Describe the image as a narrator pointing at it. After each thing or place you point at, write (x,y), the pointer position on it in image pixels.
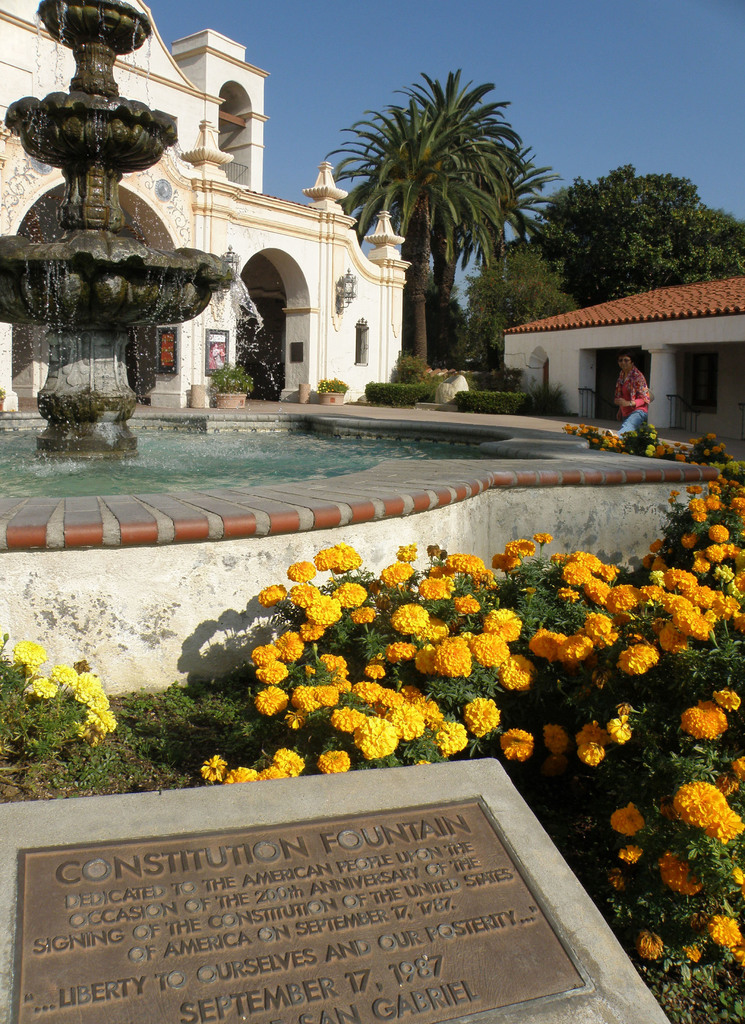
In the picture I can see a memorial stone (360,882) on which I can see some text (304,939), I can see the flowers (703,628) of plants (684,547) which are in orange and yellow color, I can see water fountain (167,440), a person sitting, I can see a building (309,260), flower pots (216,376), trees (427,348) and the blue color sky (426,67) in the background (603,10).
